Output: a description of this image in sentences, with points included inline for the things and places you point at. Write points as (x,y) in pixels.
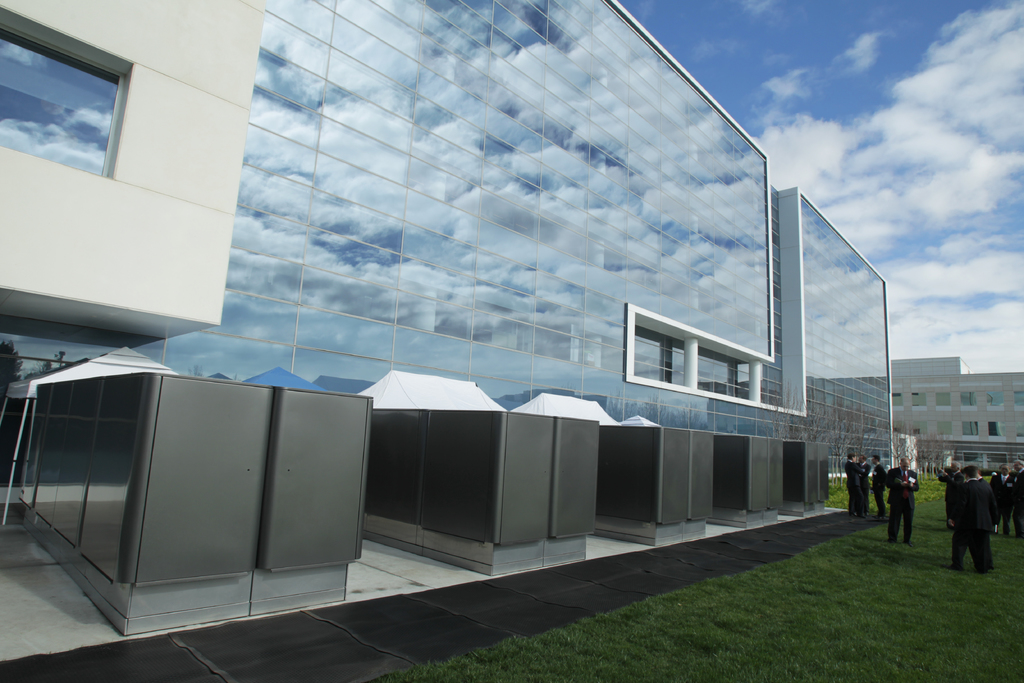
There is a big building (511,265) and many officers (882,471) are standing in front of the building (879,452) on the grass (830,620), all of them are wearing suits (901,505) and there is another big building (909,420) behind the men (906,468) and in the background (877,63) there is a sky (927,124).
